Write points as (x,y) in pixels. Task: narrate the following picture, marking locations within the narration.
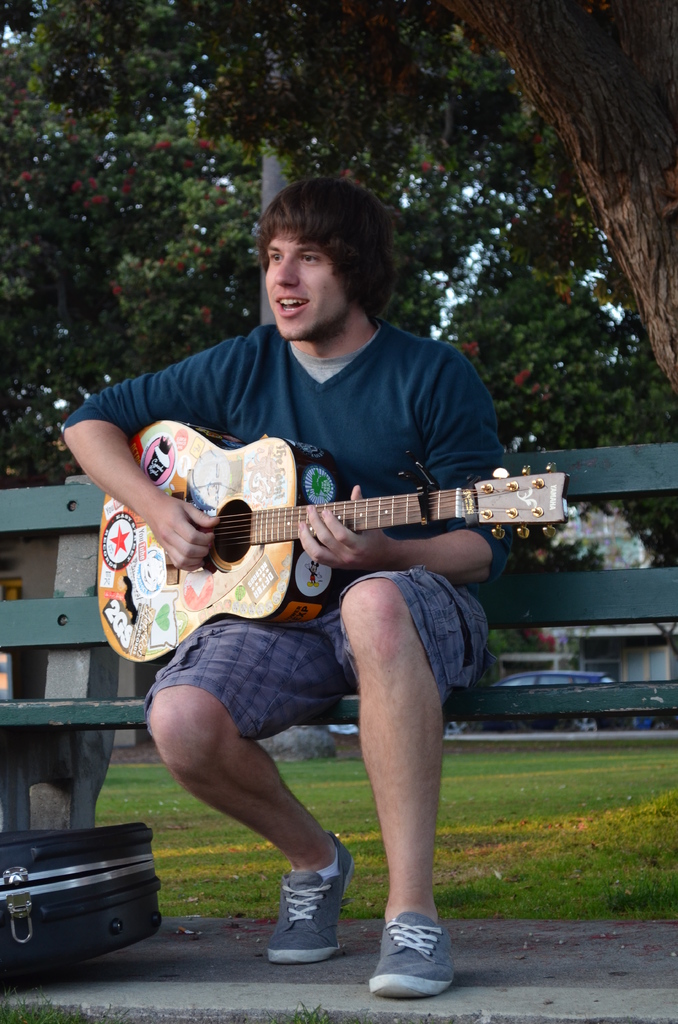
In this image there is a person (294,416) wearing sweatshirt (376,459) playing guitar (220,537) sitting on the bench (26,648) and at the background of the image (30,192) there are trees (204,322), cars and a building (585,666).
